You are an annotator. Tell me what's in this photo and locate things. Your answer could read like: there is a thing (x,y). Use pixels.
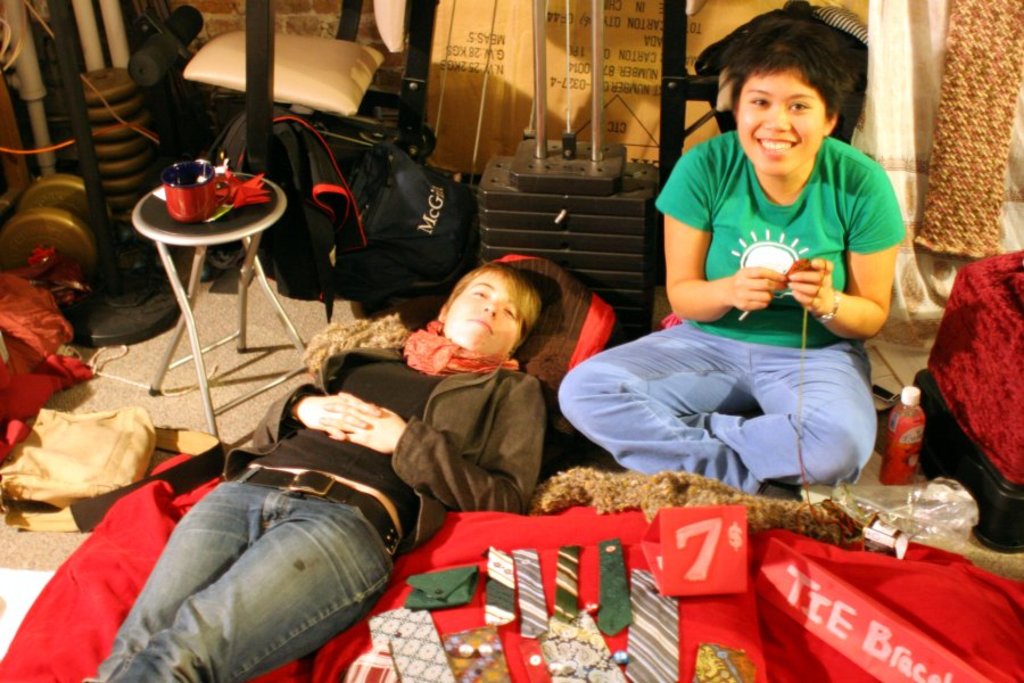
In this picture on the right side (813,242), we can see a person (793,492) sitting on the floor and smiling at someone. He is holding something and here we can see a bottle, a red cloth (880,557) on which many ties (570,630), bracelets (483,672) and purses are kept with some text (711,524) on it. In the background (680,117), we can see gym equipment (318,113). On the left side (143,664), we can see a person (273,441) lying on the red cloth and a small stool (228,238) with a mug (171,210) on it.
